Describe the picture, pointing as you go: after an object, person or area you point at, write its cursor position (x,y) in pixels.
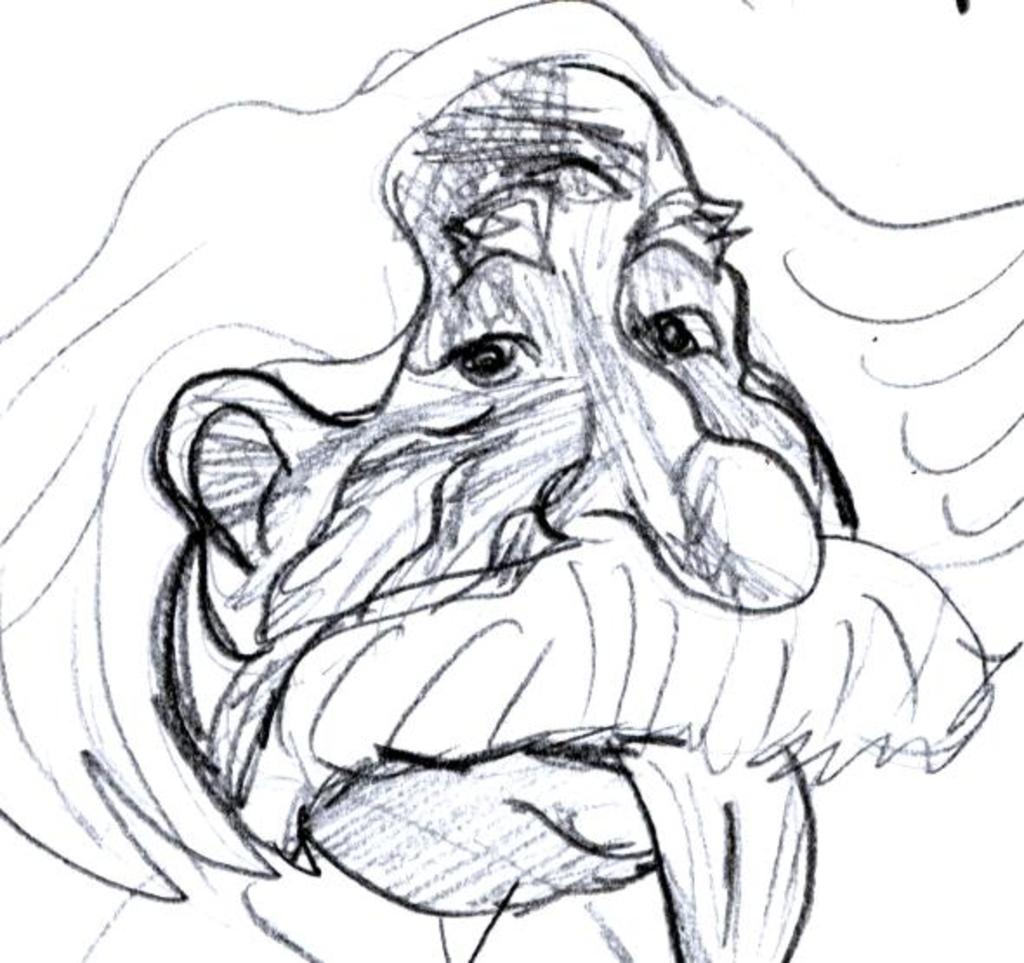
We can see drawing (310,164) of person face (721,351).
